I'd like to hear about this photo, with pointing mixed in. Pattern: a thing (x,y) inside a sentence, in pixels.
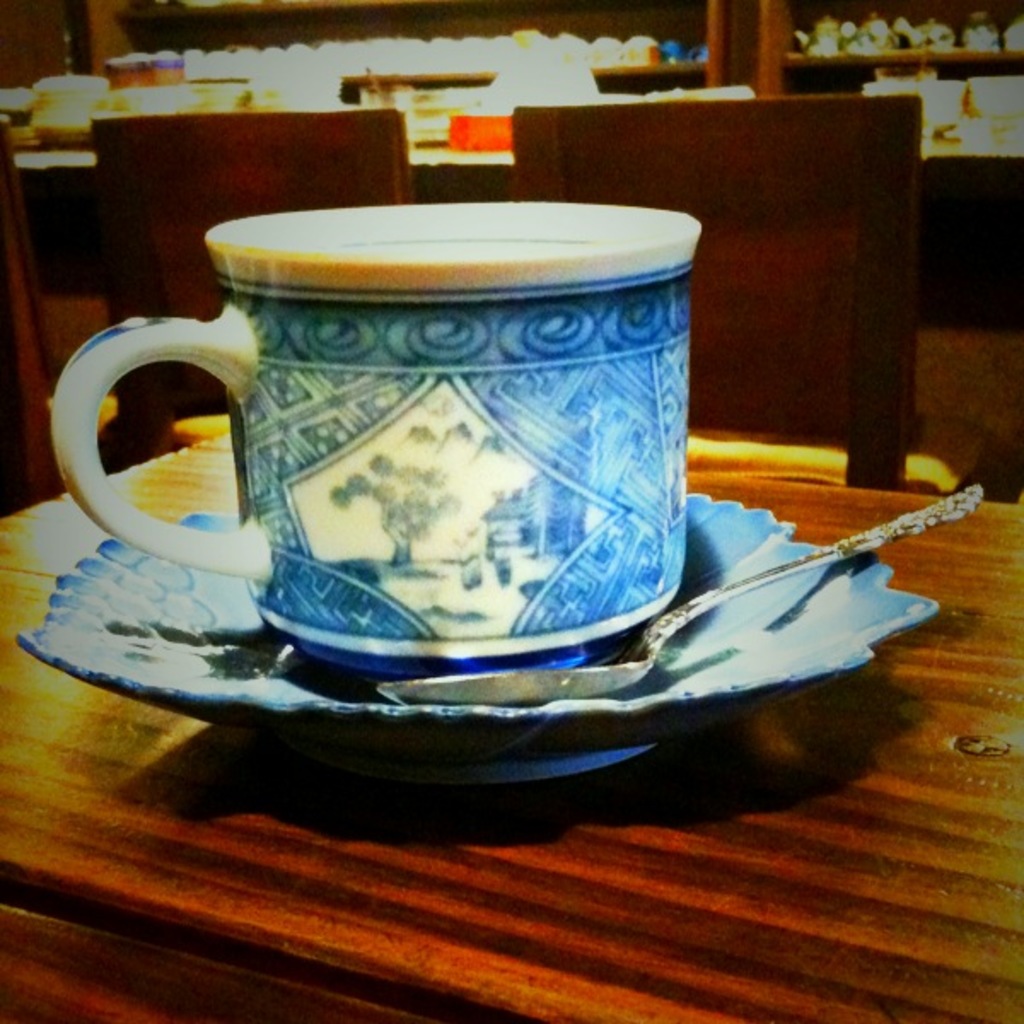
In this picture we can see blue color cup (401,455) placed on saucer (674,680) and spoon (513,690) and this are on a table (571,794) and in background (752,289) we can see chair (778,101) and table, racks (808,24) tea pot (988,38) on it.
